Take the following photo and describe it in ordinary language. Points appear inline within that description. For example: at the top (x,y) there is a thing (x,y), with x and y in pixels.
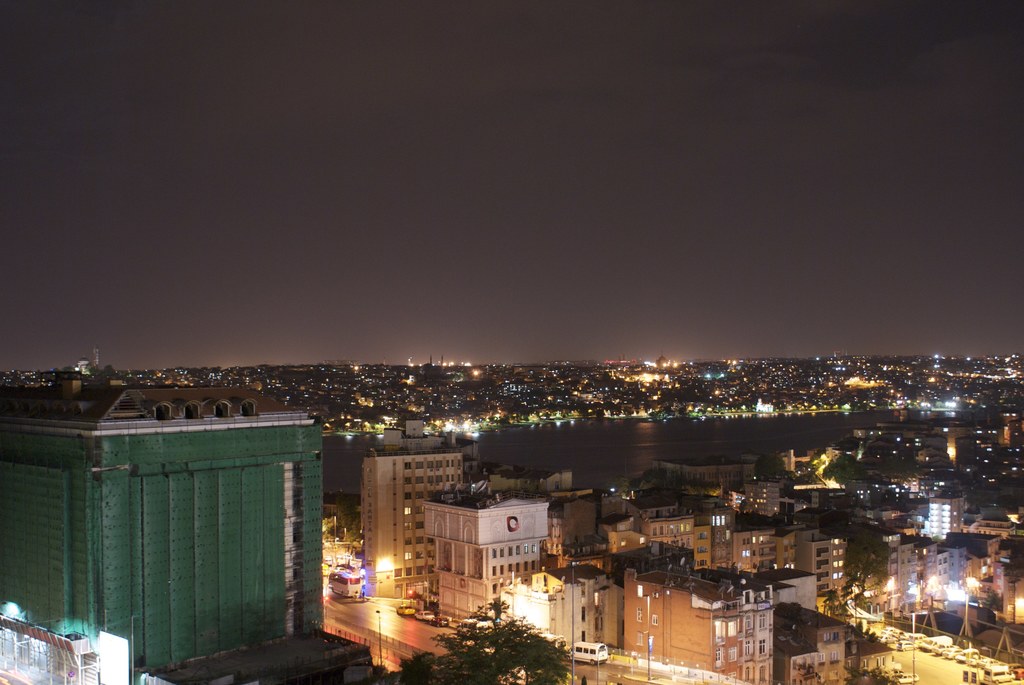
This is an aerial view image of a city (249,388) clicked at night time there are buildings (606,570) all over the place with lake (579,453) on the right side (683,451) and there are lights (950,512) in front of the building (52,425) and above its sky (452,95).
